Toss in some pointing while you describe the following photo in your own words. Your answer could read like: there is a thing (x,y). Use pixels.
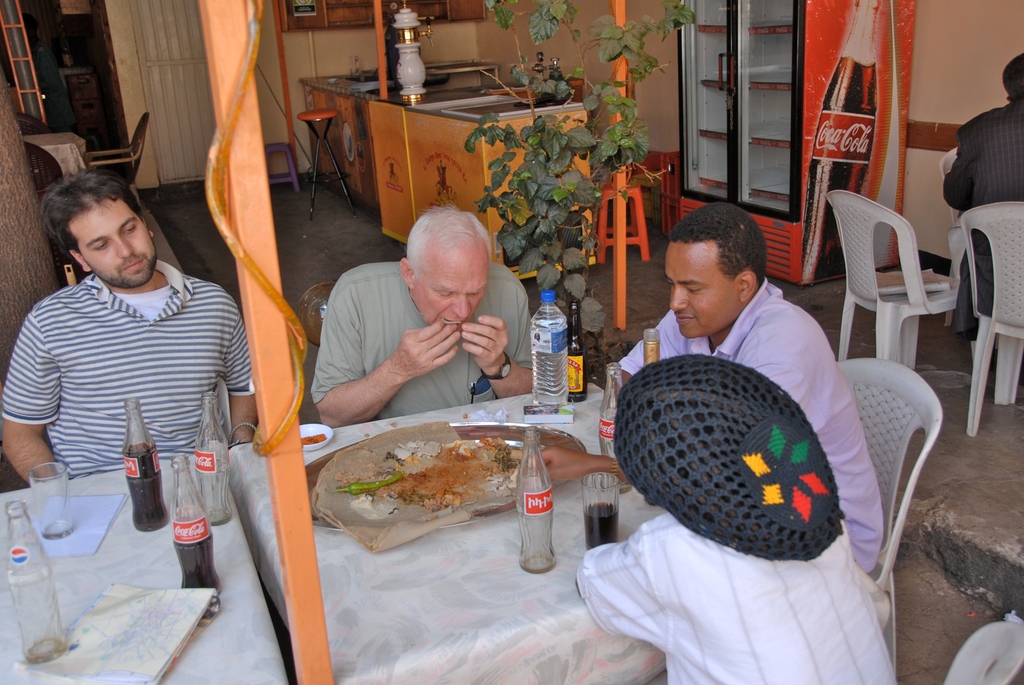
In this image I can see number of people (720,268) are sitting on chairs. On these tables (274,550) I can see a glass (67,489) and few bottles (538,359). In the background (528,184) I can see a plant (529,172) and a stool (314,129).
